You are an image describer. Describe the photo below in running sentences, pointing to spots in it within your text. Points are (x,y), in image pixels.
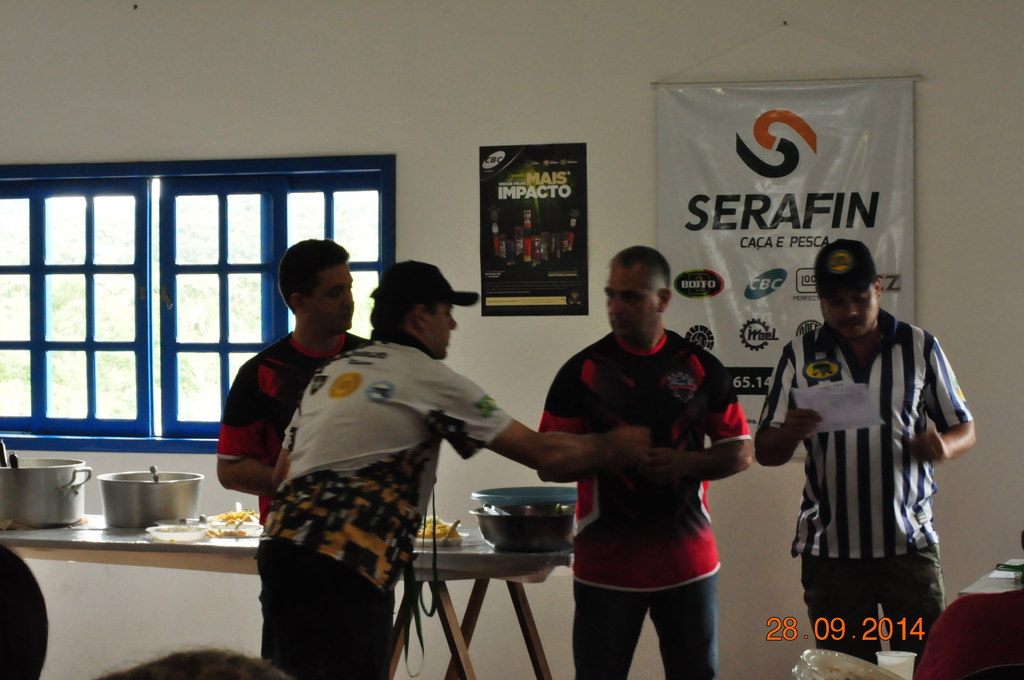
This picture is clicked inside the room (682,47). In this picture, we see four men (599,473) are standing. Behind them, we see a table (255,561) on which plates (160,534) containing foods (444,533), spoons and vessels (135,506) are placed. Behind them, we see a white wall (500,339) on which a poster (530,263) and a banner (727,228) in white color with text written on it are placed. On the left side (152,276), we see a window (163,311) from which we can see trees (231,310).
